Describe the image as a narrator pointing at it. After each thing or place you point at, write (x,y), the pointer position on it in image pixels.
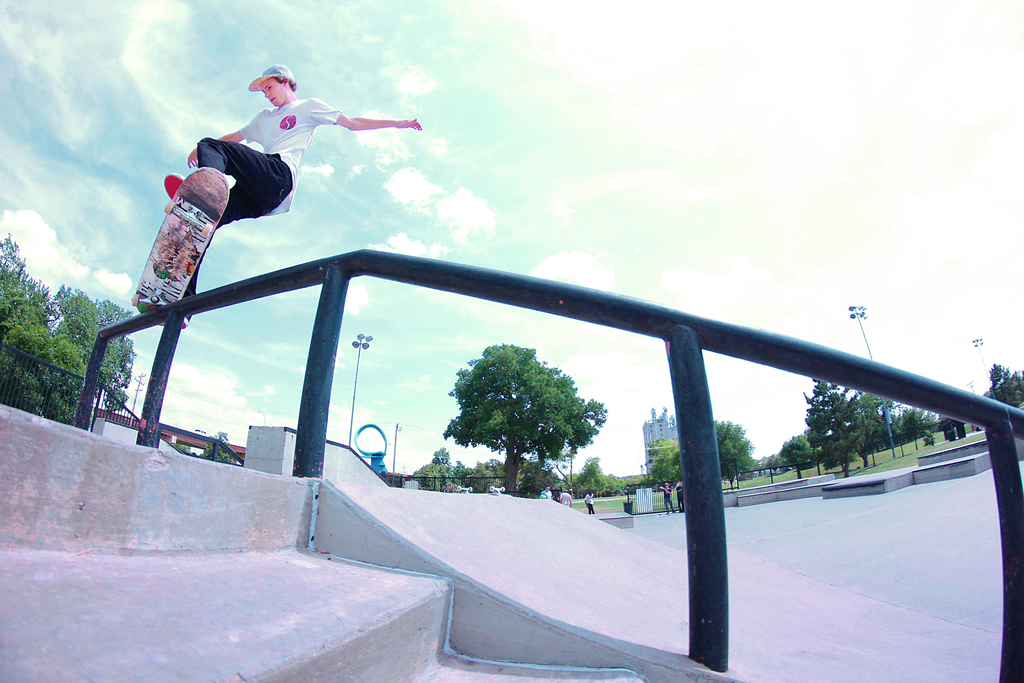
In this image we can see a person (234,212), iron rods (361,266) and a ramp (573,564). In the background of the image (7,296) there are some trees (7,296), persons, buildings (659,433), poles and some other objects (23,363). At the bottom of the image (288,532) there are some steps (204,622). At the top of the image (505,122) there is the sky (717,100).
